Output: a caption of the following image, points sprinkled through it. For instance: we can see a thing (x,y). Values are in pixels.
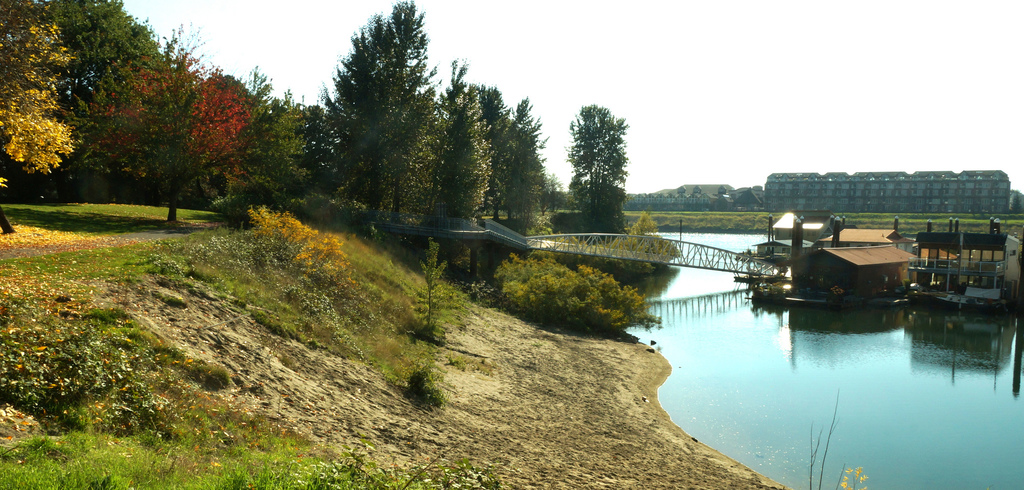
In the image on the left side (158,269) on the ground (186,283) there is grass (151,218) and also there are trees (318,123). On the right side of the image (803,360) there is water (786,378). Above the water (870,390) there is a bridge (475,227) with pillars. On the right corner of the image (983,248) there are houses (893,242) with roofs (851,248) and glass walls (938,247). In the background (638,210) there are buildings (834,176). At the top of the image (575,98) there is sky (755,62).
